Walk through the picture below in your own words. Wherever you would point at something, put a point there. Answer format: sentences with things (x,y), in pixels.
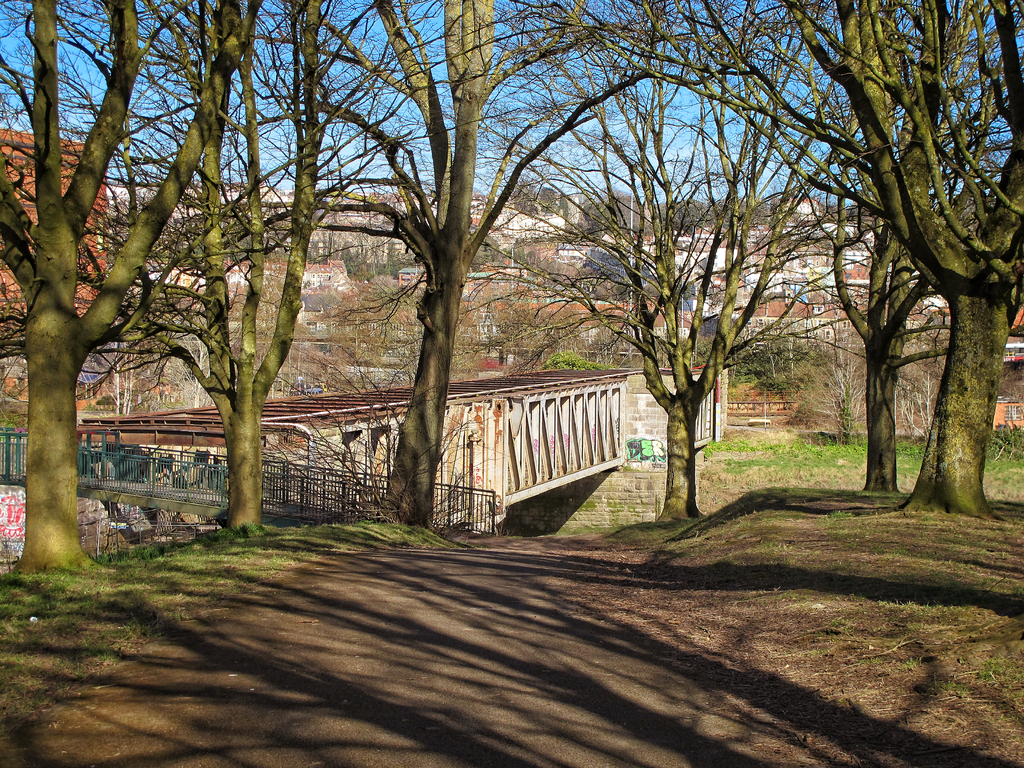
In the center of the image (549,445) there are trees (817,40) and there is a bridge (508,457). In the background (751,233) there are buildings (768,226) and sky (595,112).
